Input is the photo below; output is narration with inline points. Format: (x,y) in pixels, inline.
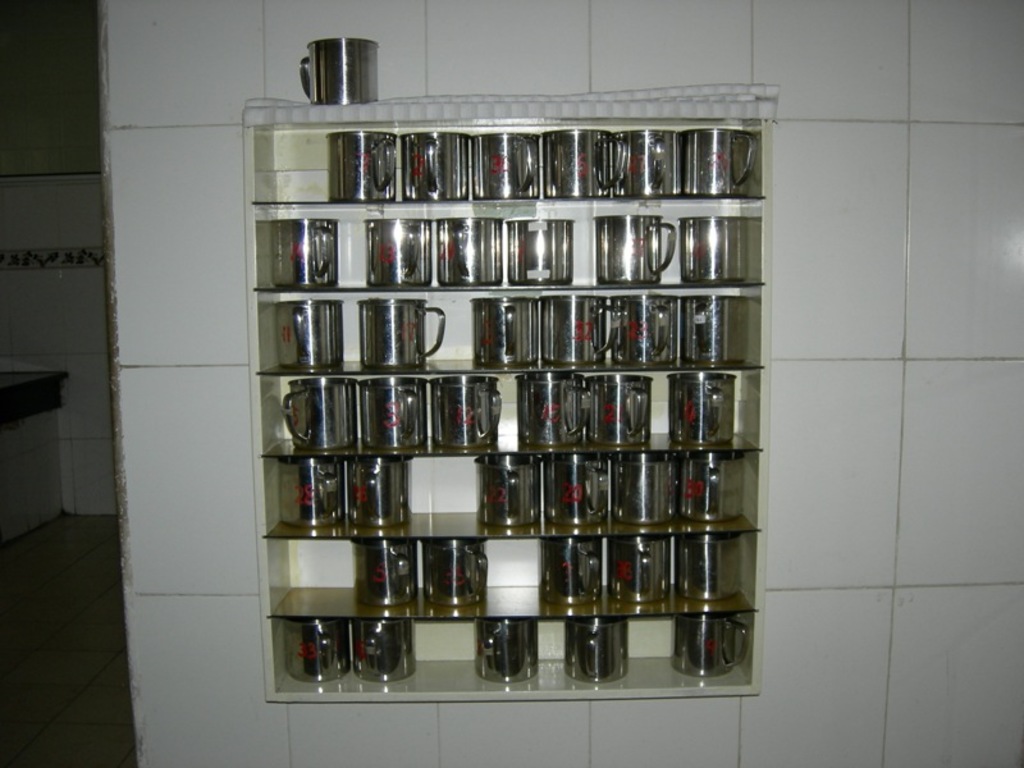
This image consists of cups (302,285) kept in a rack (278,172). In the background (174,40), there is a wall (921,443) on which we can see the tiles (59,277) in white color.
